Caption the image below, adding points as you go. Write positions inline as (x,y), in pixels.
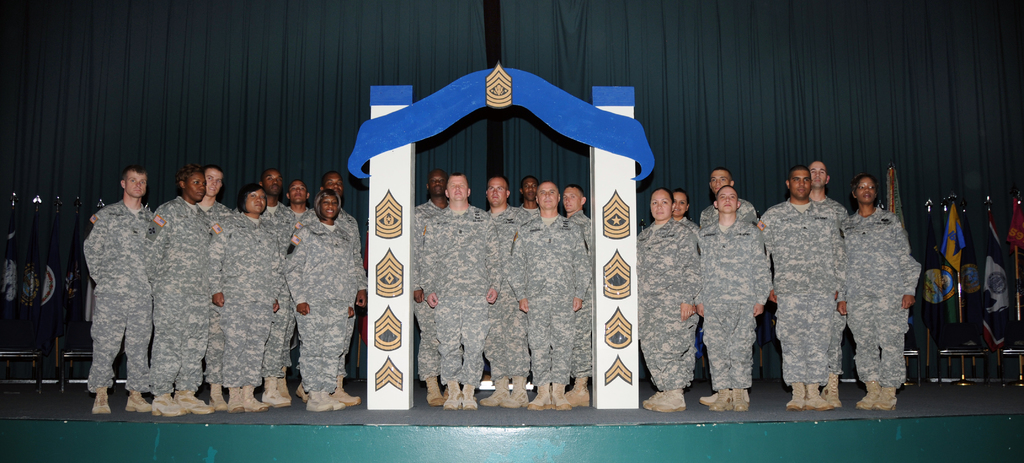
Here in this picture we can see a group of people (176,213) wearing an army dress (107,257) and standing over a place (88,394) and in the middle (407,300) we can see an arch like structure (398,371) present in front of them and behind them we can see number of flag posts (927,220) present and we can also see chairs (35,360) present and we can see curtains (357,108) present.
